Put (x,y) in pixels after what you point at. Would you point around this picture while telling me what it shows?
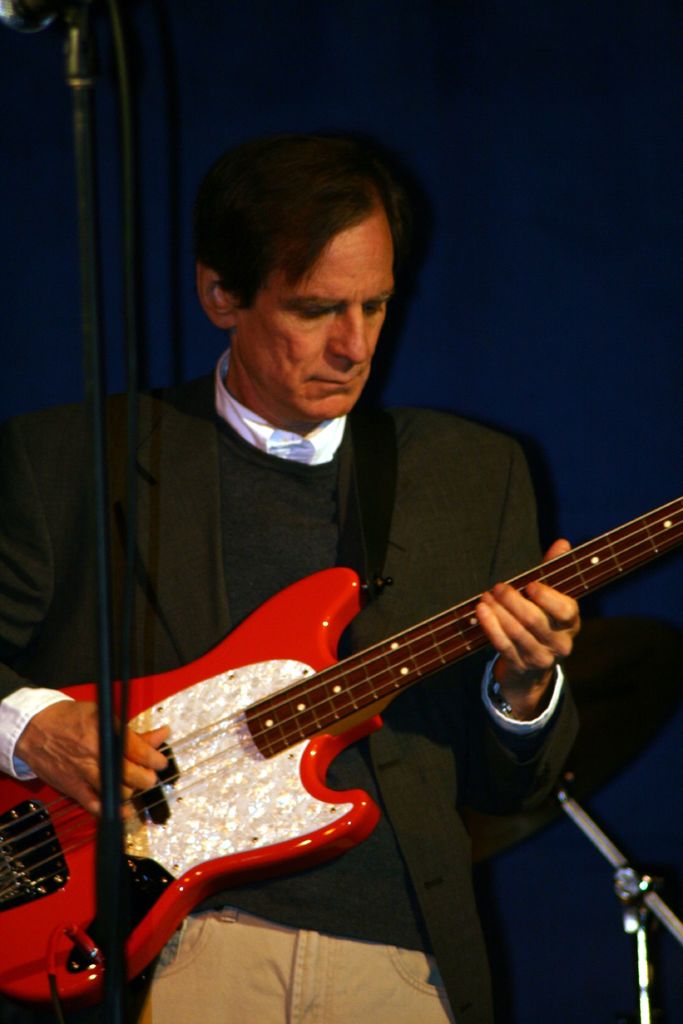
In the image there is man (292,519) playing a guitar (369,707) and the background (517,344) there is blue curtain (564,222).
